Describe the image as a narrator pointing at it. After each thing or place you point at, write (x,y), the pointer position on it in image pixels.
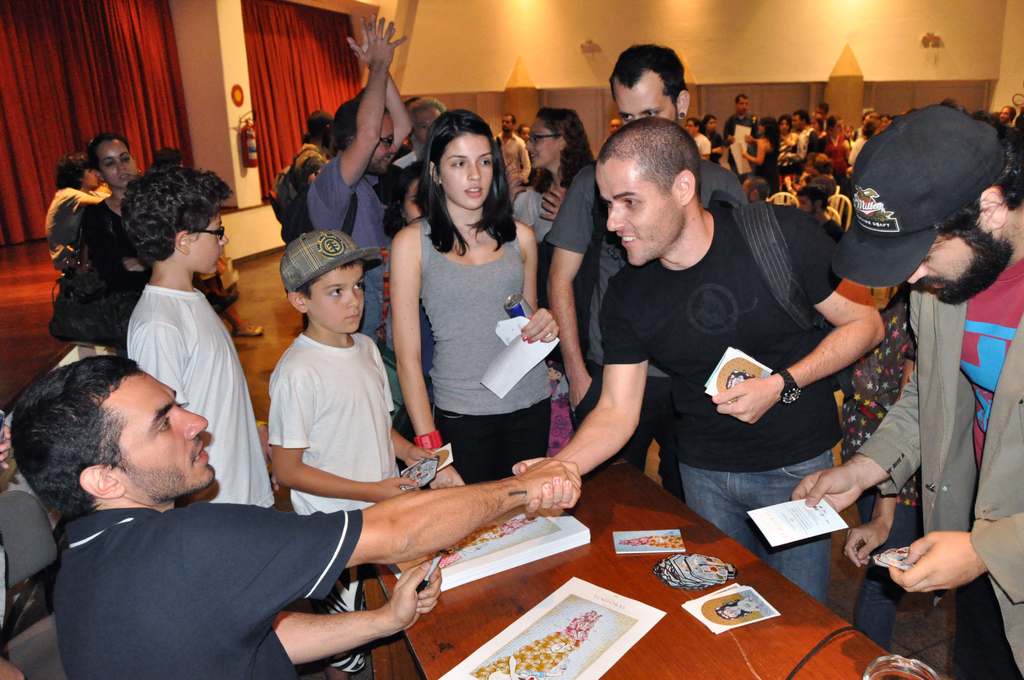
In this image we can see some people (366,533) sitting on the chairs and some are standing on the floor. In the background (275,102) there are curtains (139,94), fire extinguishers (249,119), books (535,529), papers (564,587) and some pictures (741,598) on the table (720,637).
